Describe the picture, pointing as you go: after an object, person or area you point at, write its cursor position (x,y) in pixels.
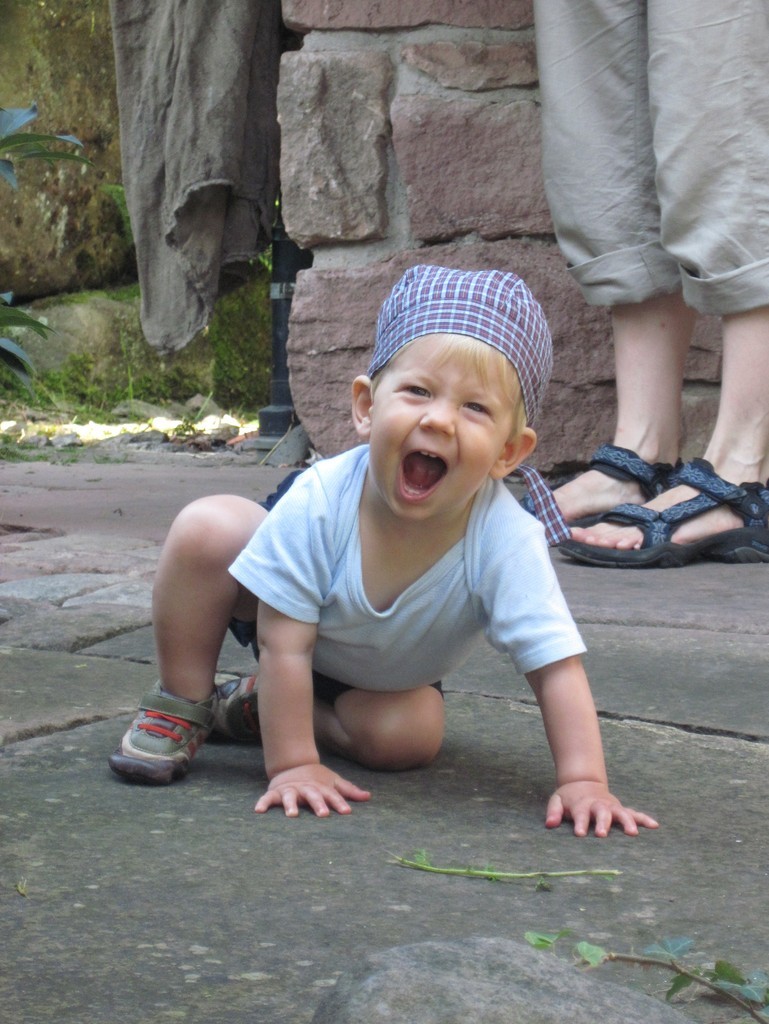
In this picture there is a boy (298,598) on the surface (661,937) and we can see person's legs (608,477) with footwear (619,565). In the background of the image (180,94) we can see wall (285,225), leaves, grass (64,369) and cloth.
